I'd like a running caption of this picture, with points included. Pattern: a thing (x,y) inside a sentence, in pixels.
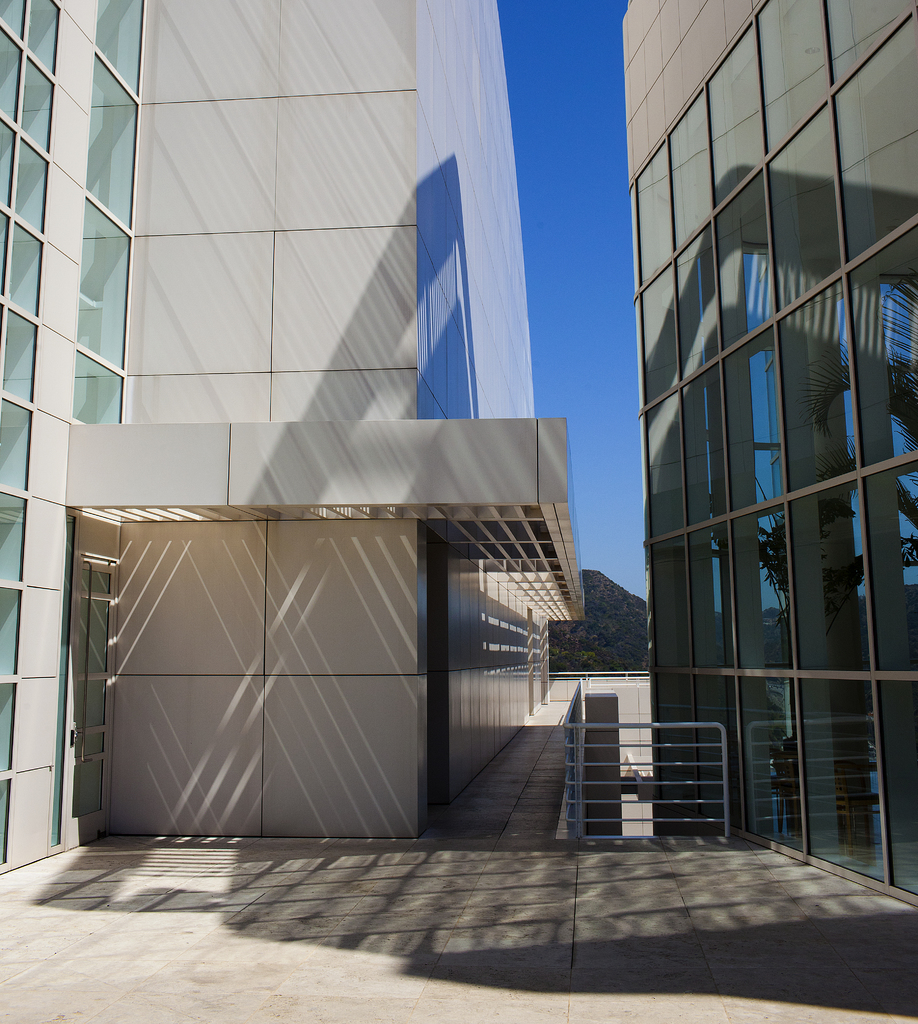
In this image I can see the buildings (491,602) and the railing (669,802). In the background (605,649) I can see the trees (581,667) and the sky (569,303).
